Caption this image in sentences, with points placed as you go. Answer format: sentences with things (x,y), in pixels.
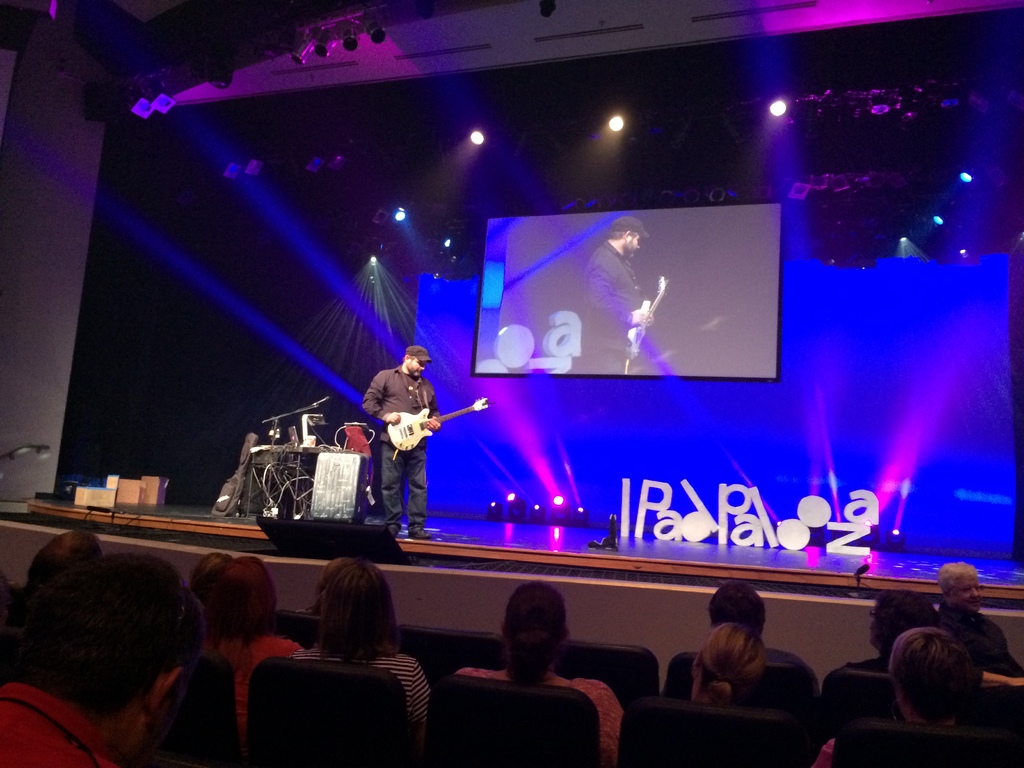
In this Image I see a man (418,508) who is on the stage (559,528) and he is a holding a guitar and there are few things (348,473) over here and I see people (43,758) are sitting on chairs (974,761). In the background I see a screen (506,356) and lights (369,312) over here.
